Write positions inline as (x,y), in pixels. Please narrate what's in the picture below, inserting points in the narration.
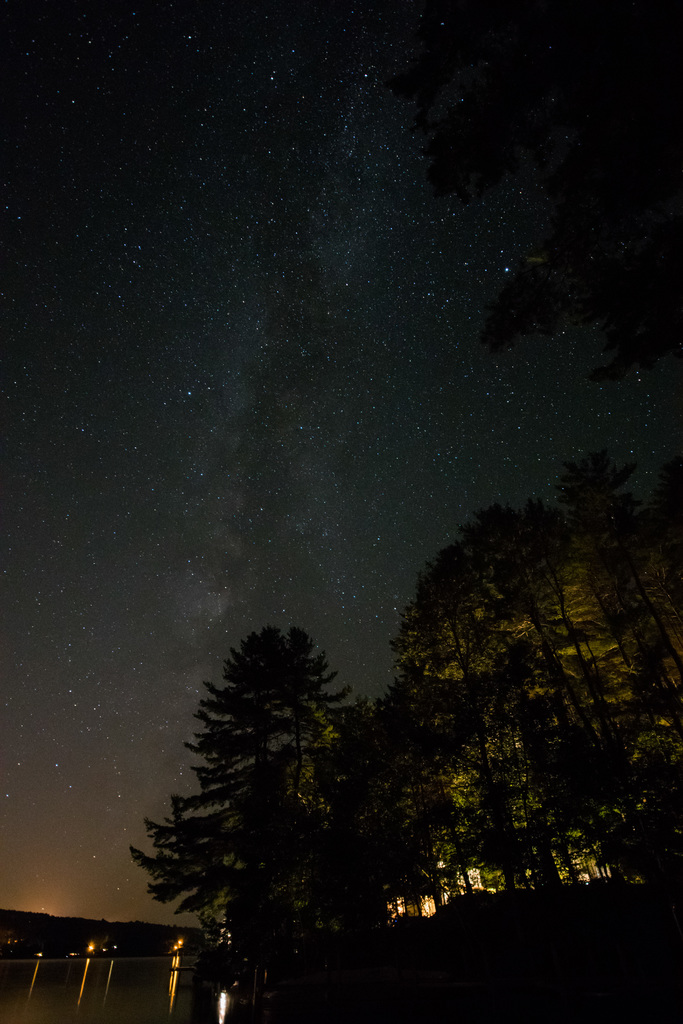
In this image I can see few trees (330,888). I can see the water surface (119,973). At the top (319,276) I can see stars (265,349) in the sky (340,424).
